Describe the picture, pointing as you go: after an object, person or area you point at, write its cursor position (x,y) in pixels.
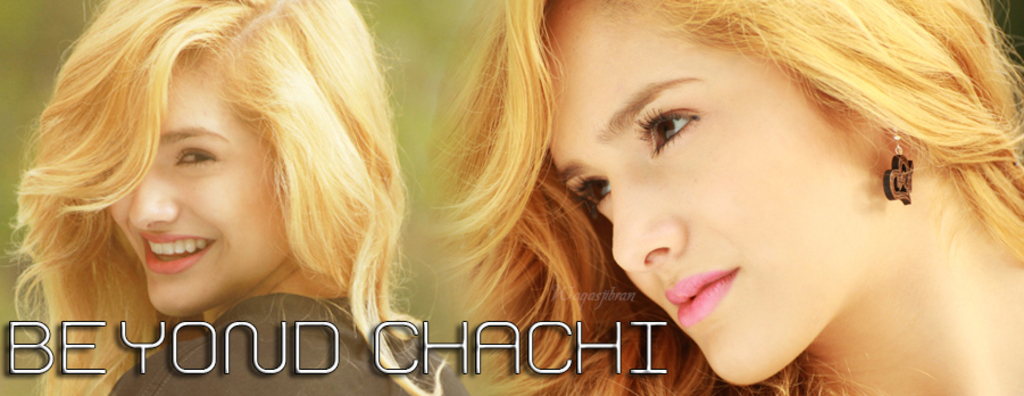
In this picture we can see the object (229,93) which seems to be the poster (438,107) and we can see the pictures (224,172) of two people (313,229) and at the bottom (96,326) we can see the text (650,353) on the image.
